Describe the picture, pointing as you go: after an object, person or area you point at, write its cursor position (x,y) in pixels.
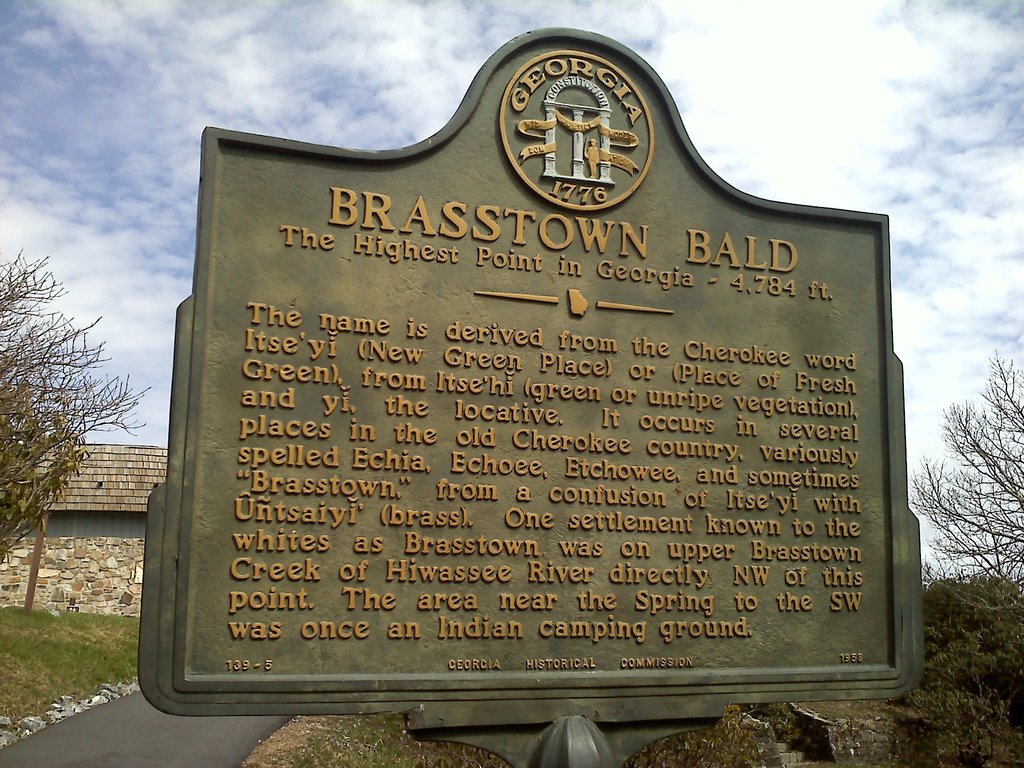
In this picture we can see a board (214,662) and few stones (128,683) on the path (139,765). We can see a compound wall (62,608), building (109,503) and few trees (25,505) in the background (966,557).
